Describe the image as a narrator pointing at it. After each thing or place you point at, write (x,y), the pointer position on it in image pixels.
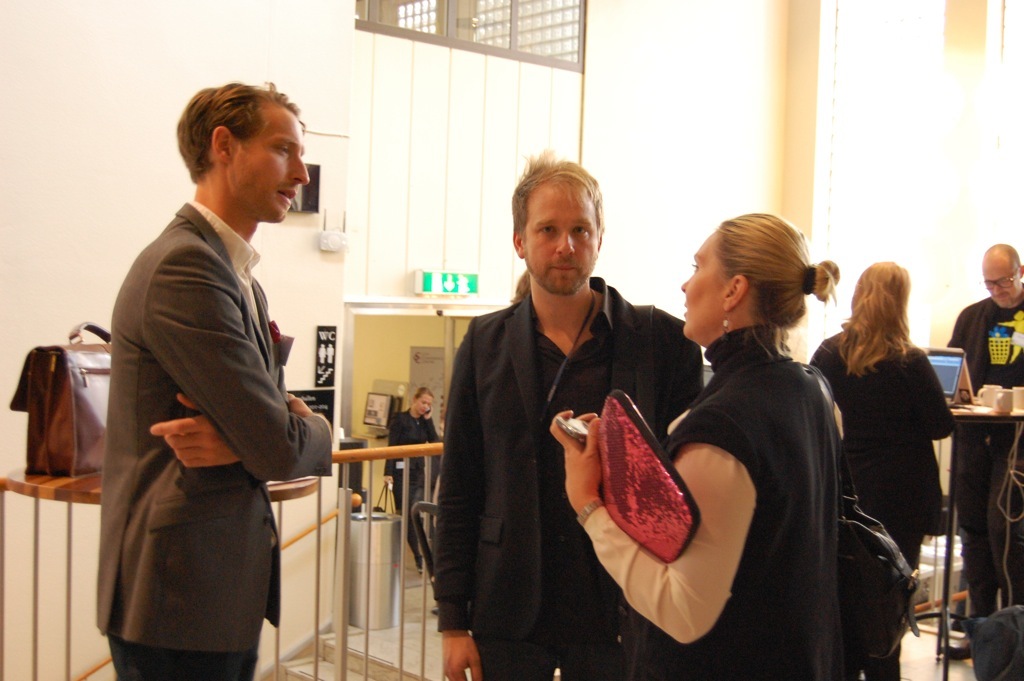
in the front (687,419) 3 people (780,552) are standing and talking to each other. the person (212,483) at the left (210,494) is wearing suit (237,430) and has folded his hand (189,419). the person (510,350) at the center (517,352) is wearing black suit (535,610). the person (786,440) at the right (789,503) is wearing white shirt (698,561), black coat (759,597) and a black bag (887,611). behind them at the right (898,467) there are 2 people (900,374) standing around a table (976,413). on the table (987,413) there are white cups (984,392) and laptops (944,361). at the left corner (43,478) there is a wooden table (67,489) on which there is a brown bag (84,393). at the back (170,57) there is a wall (427,73) on which there are green and black sign boards (334,337). down, a woman (413,415) is standing wearing a black dress (412,428). there is a fencing (402,598) and there are stairs (328,661).
